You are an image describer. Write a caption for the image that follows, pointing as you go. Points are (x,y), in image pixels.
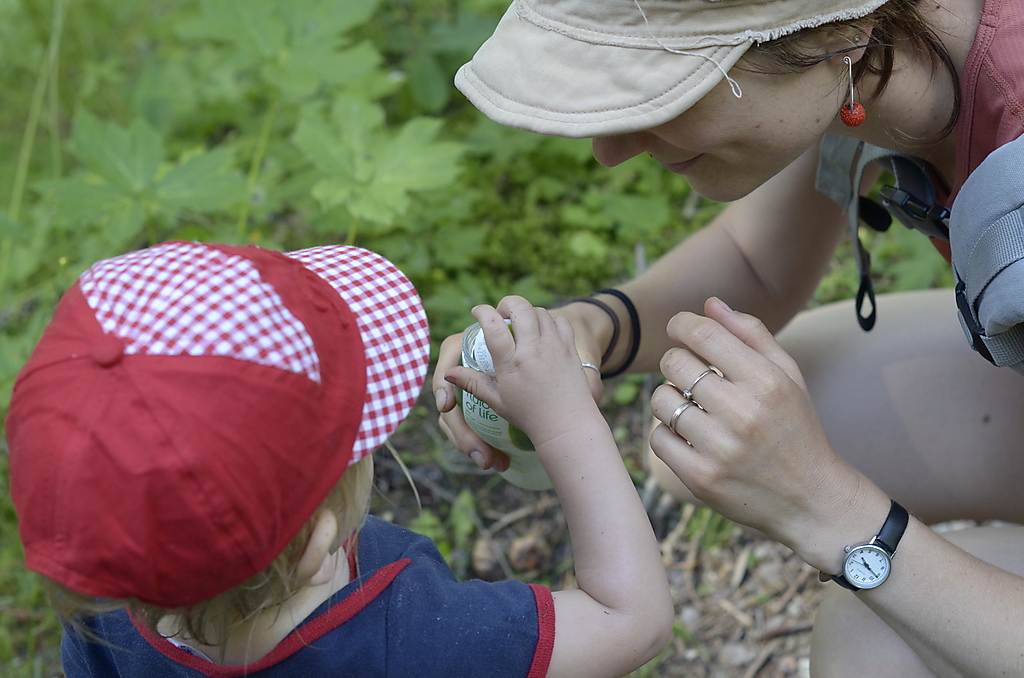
In this image we can see a woman (806,441) and baby (356,564). The woman (675,124) is wearing brown color cap (650,56), red jacket (984,114) and holding bottle (492,394) in her hand (600,362). The child (515,382) is wearing red color cap (308,452) with blue t-shirt (430,606). Background of the image (128,134) leaves (327,96) and stems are present.
